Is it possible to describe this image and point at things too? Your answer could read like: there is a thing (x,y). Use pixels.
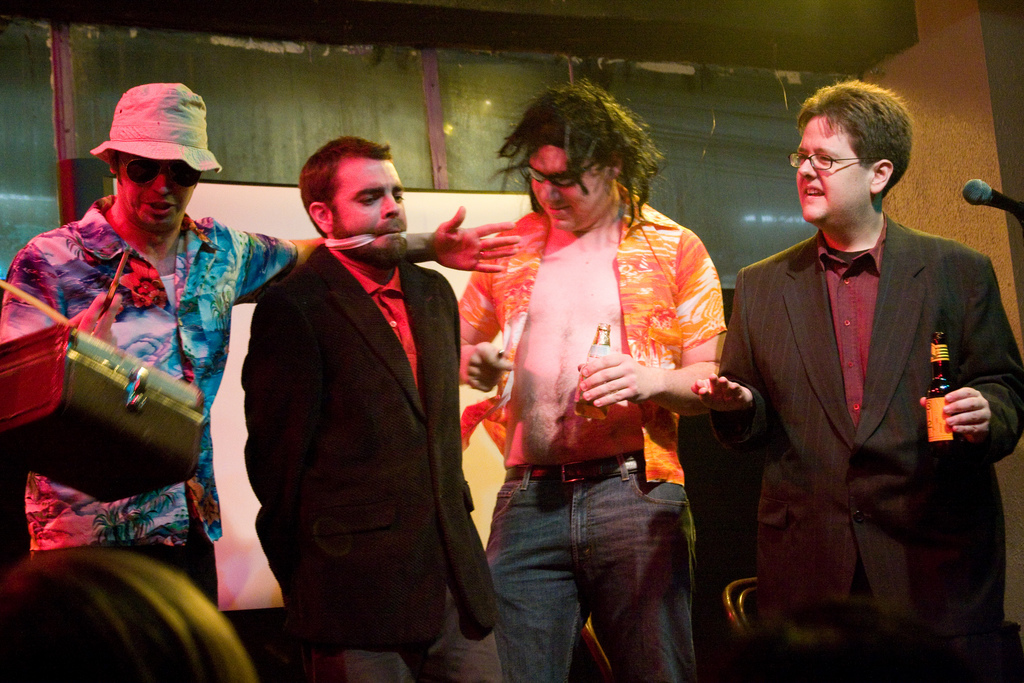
In this picture we can see four people (458,362) where two (806,190) are holding bottles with their hands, chairs (727,617), mic (1017,204), cap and in the background (739,116) we can see the wall (961,174).
